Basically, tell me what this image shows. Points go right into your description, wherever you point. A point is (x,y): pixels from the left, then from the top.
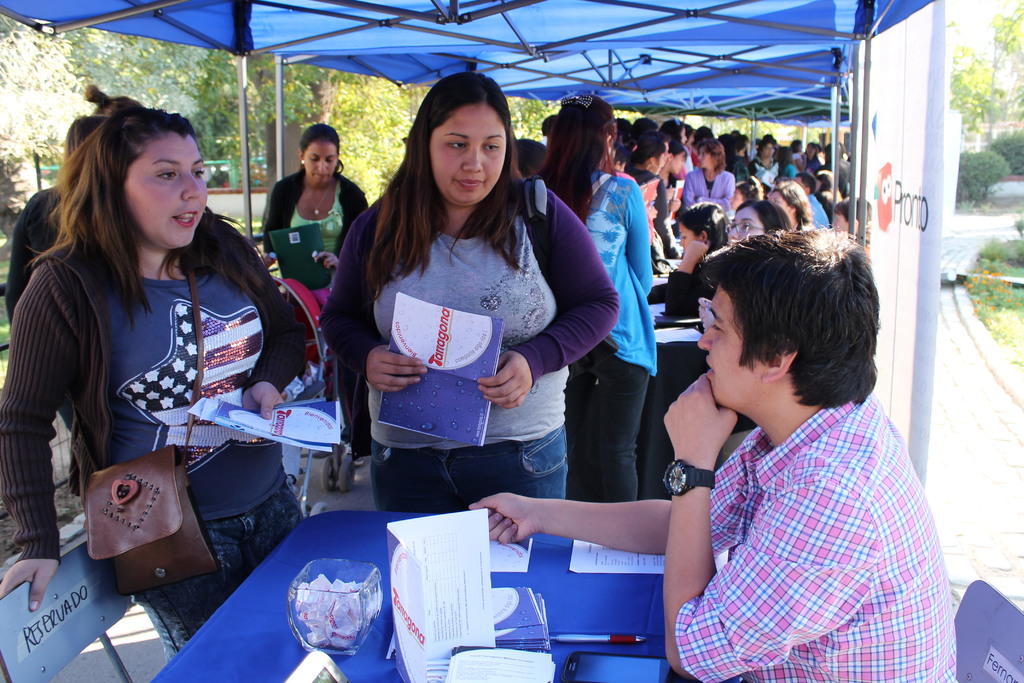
Here in this picture on the right side (725,424) we can see number of people (742,219) sitting on chairs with tables (497,598) in front of them, having papers (508,625), pens (592,642) and bowls (342,622) present on it over there and in front of them we can see number of people (411,451) standing with hand bags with them, holding books (462,392) in their hands (388,377) present over there and we can see a tent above them present over there and we can see plants (980,195) and trees (52,104) present all over there.
